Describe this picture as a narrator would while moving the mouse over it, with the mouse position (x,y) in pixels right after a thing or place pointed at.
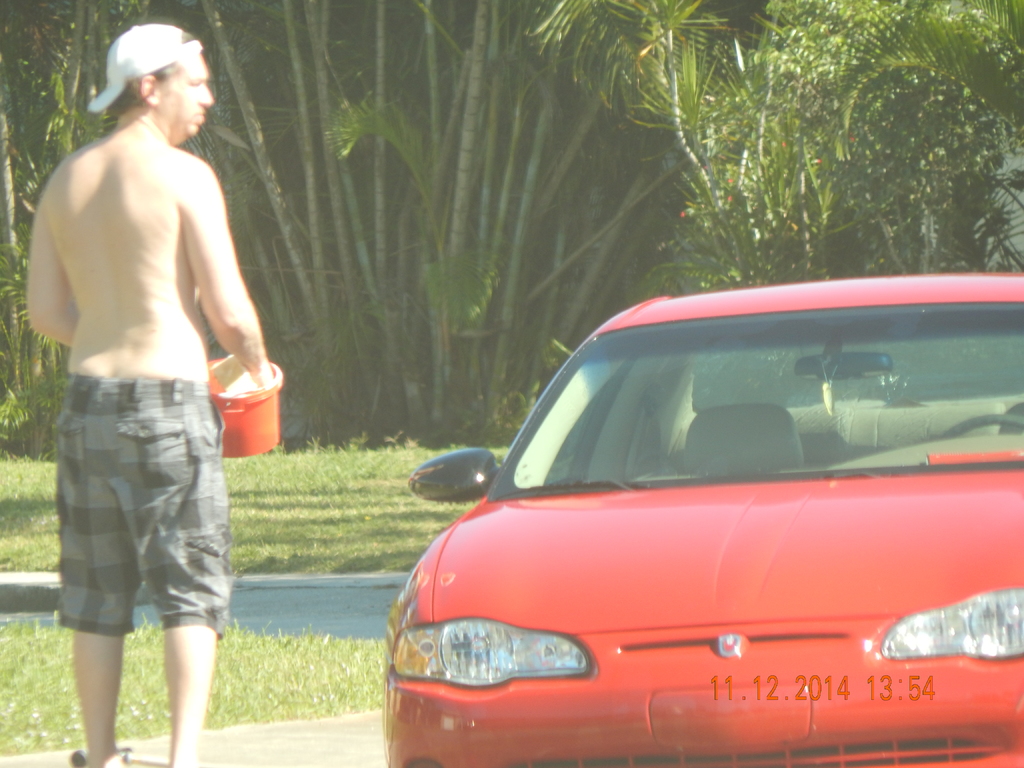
In this picture I can see there is a man (198,450) standing and he is holding a bucket (265,425), wearing a cap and a trouser (148,475). There is a red color car (633,355) at the right side (754,391). There are grass (274,674) and trees (599,152) in the backdrop (898,159).
